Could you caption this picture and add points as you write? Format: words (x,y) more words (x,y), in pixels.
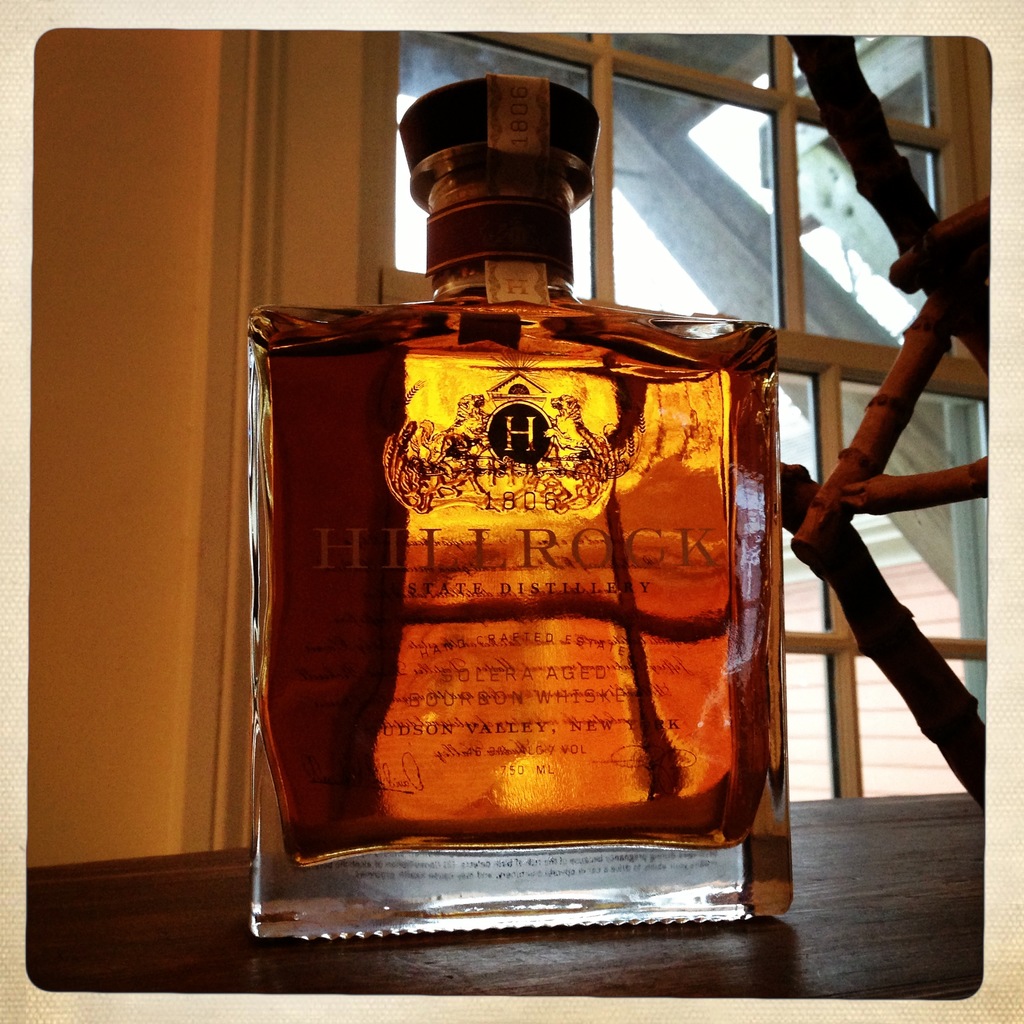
In this image we can see the whiskey bottle (529,888) on the wooden surface (979,857). And we can see a window (972,617) and the wall (133,561).
